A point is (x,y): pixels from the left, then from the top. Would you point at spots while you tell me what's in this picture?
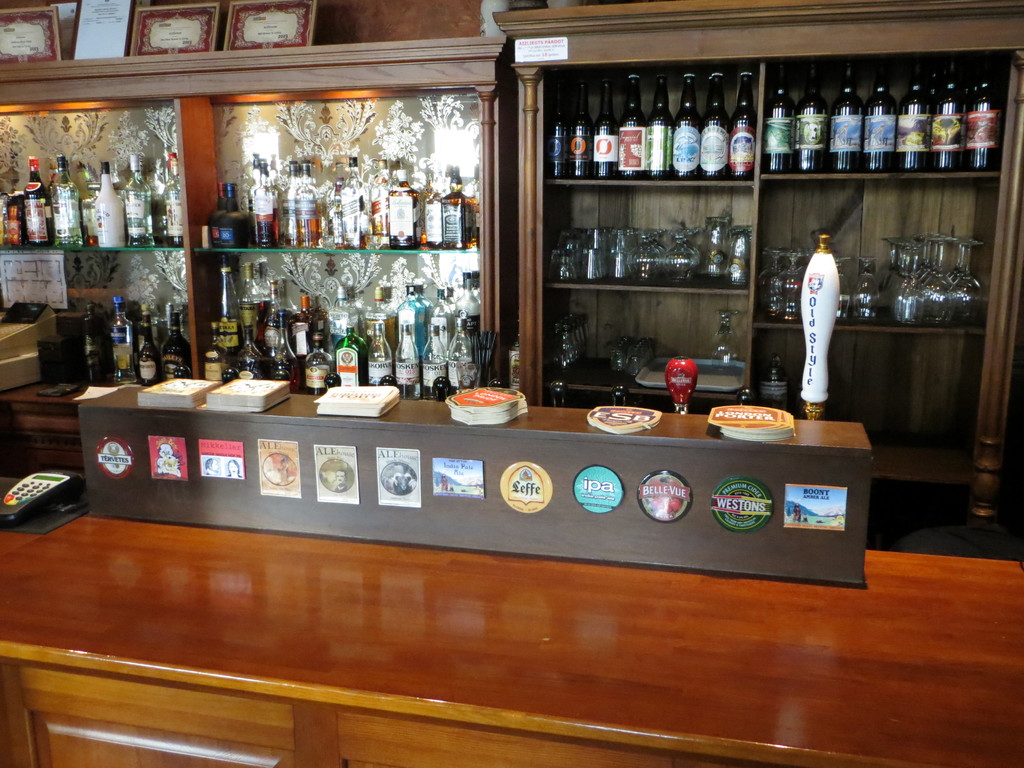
In this image there are few shelves (406,135) having bottles (470,310) in it. Front side of image there is a table (323,583) having a device (34,504) and an object (568,504) having few papers (486,408) on it. Top of image (172,21) there are few frames (190,41).
